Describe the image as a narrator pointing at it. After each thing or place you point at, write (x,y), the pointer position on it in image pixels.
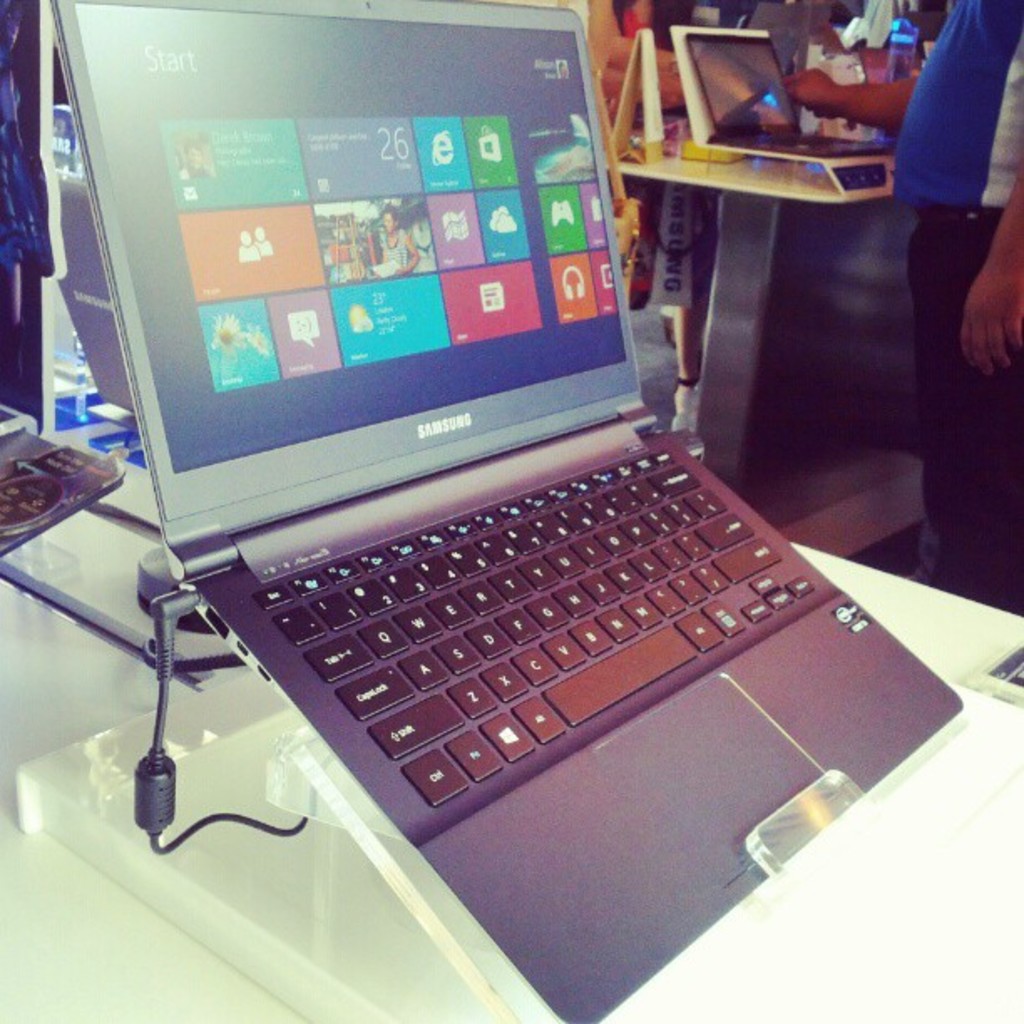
In the image there is a laptop (339,555) on a table (103,871), in the back (917,195) there are tables (786,187) with laptops (754,93) on it and few persons (831,110) standing on either side of it.
